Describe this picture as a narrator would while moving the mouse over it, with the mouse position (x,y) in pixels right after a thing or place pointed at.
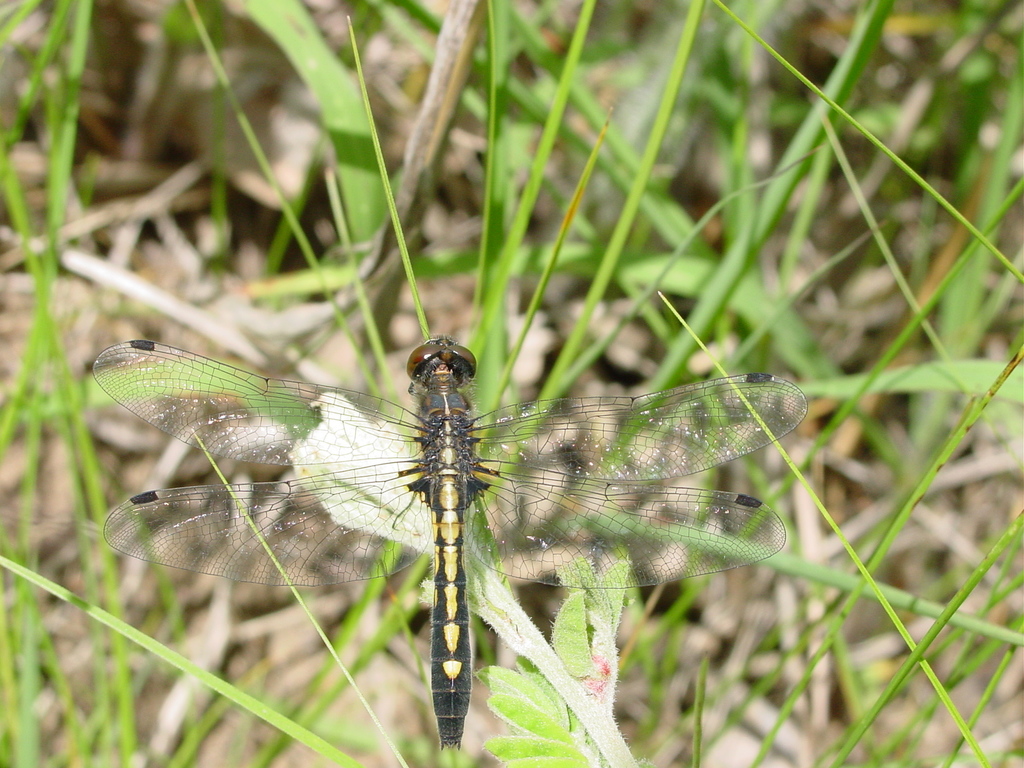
In the foreground of this image (500,536), there is a dragonfly (445,524) on the leaf (515,611). In the background (599,194), there is grass (334,204).
